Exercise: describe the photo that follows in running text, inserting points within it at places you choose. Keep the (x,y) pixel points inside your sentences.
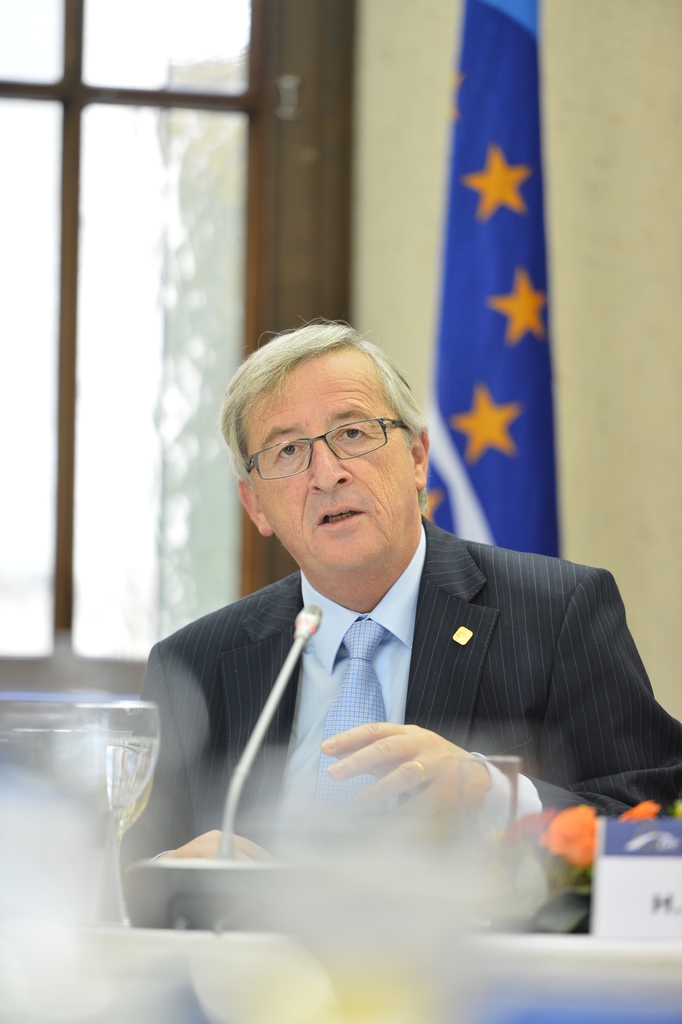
This is the man (479,732) sitting and speaking. He wore a suit (511,676), shirt (393,626), tie (369,687) and spectacles (385,442). This looks like a table (230,941) with a name board (621,900), flower bouquet (562,886), water glass (108,774) and a mike (241,871). This looks like a flag (484,66) hanging. I think this is the window (137,256) with a glass door (182,258).
